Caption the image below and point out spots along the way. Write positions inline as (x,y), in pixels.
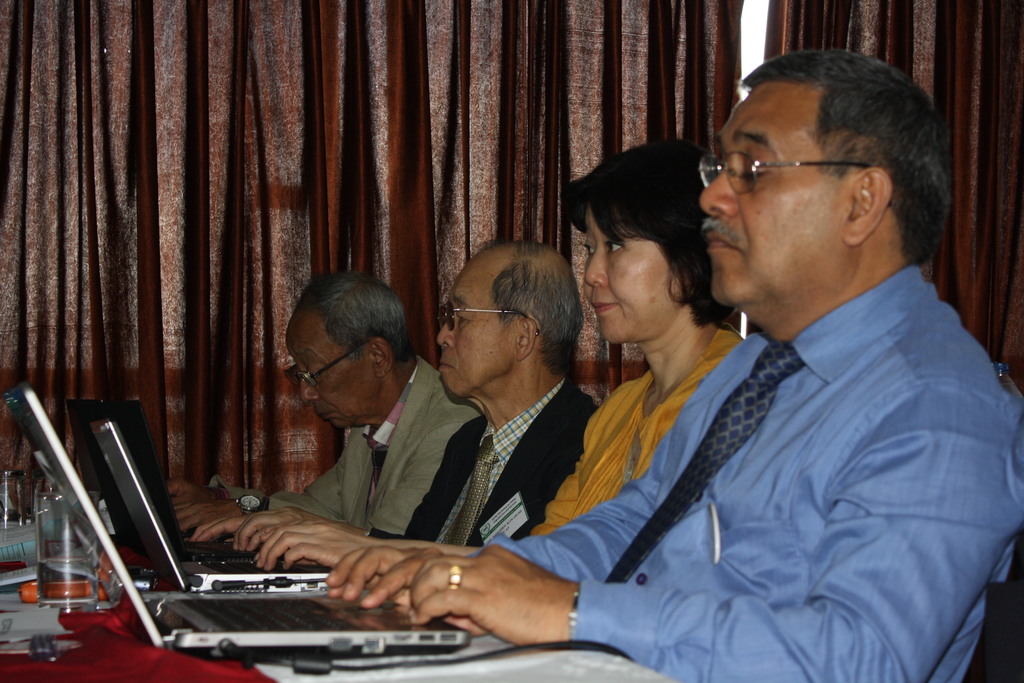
In this image I can see four persons (384,346) sitting and working on the laptop (174,641). The person (921,470) in front (929,498) is wearing blue color shirt (921,470), in front (179,609) I can see few laptops (177,624), glasses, bottles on the table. Background (125,165) the curtains (458,156) are in brown color.
